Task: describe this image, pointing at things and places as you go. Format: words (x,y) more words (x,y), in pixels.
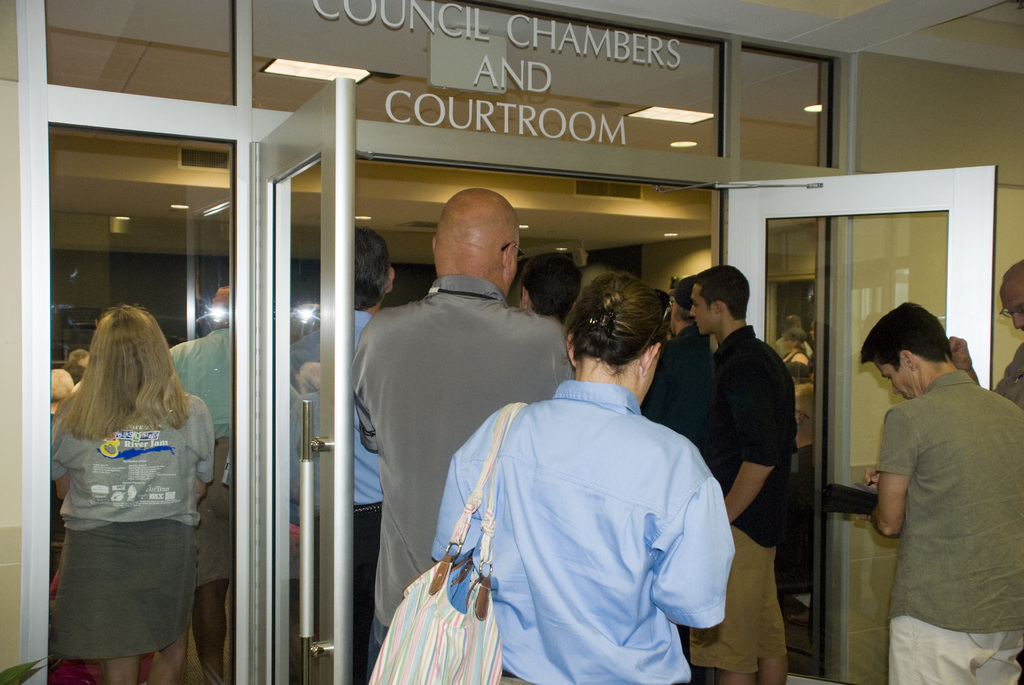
In this picture we can see a group of people (555,288) entering in to the court room (524,189) where doors (281,404) are opened and in front (595,354) woman (606,459) wore blue color shirt (567,470) carrying bag (465,639) with her and inside the room (656,95) we have lights (658,109), wall (82,272).
